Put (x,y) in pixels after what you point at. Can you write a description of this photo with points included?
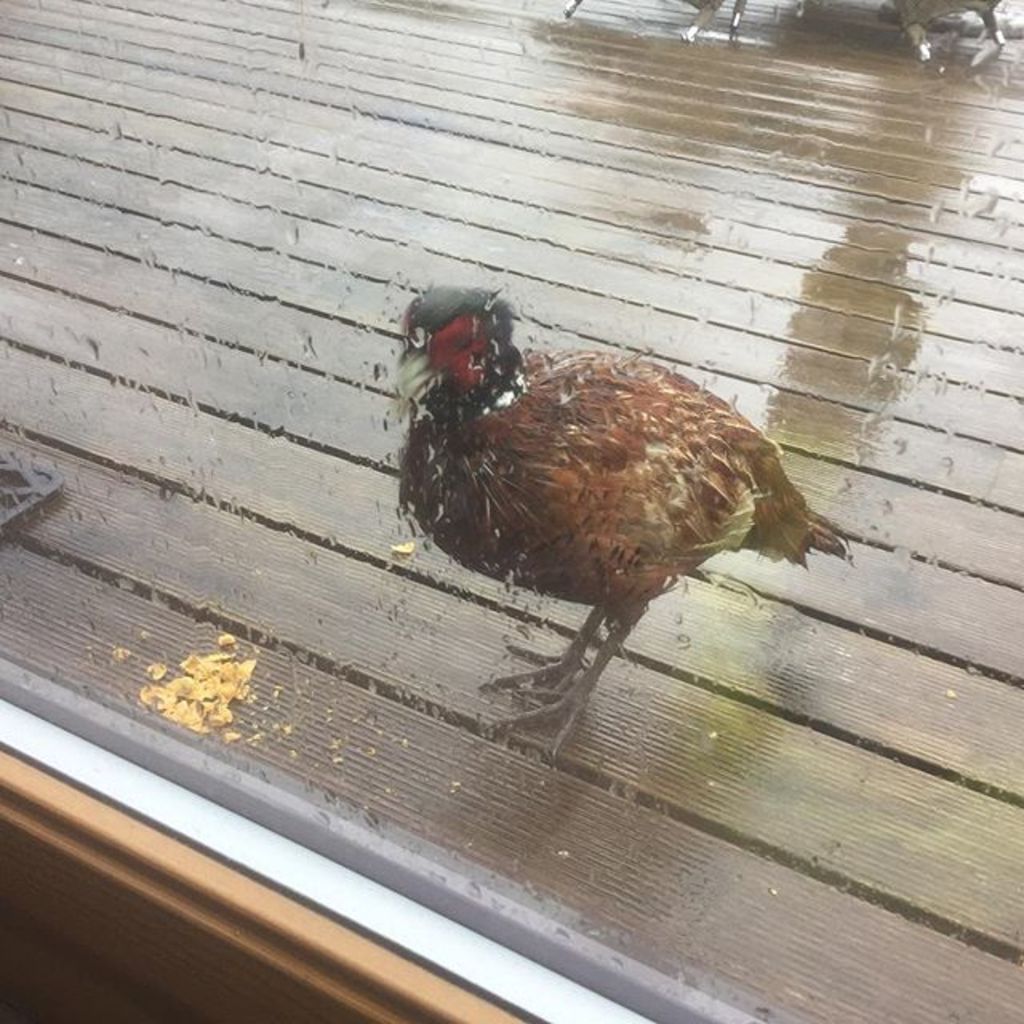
In this image in the center (603,454) there is one bird (578,470), and at the bottom (773,724) there is a board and floor (582,831).
